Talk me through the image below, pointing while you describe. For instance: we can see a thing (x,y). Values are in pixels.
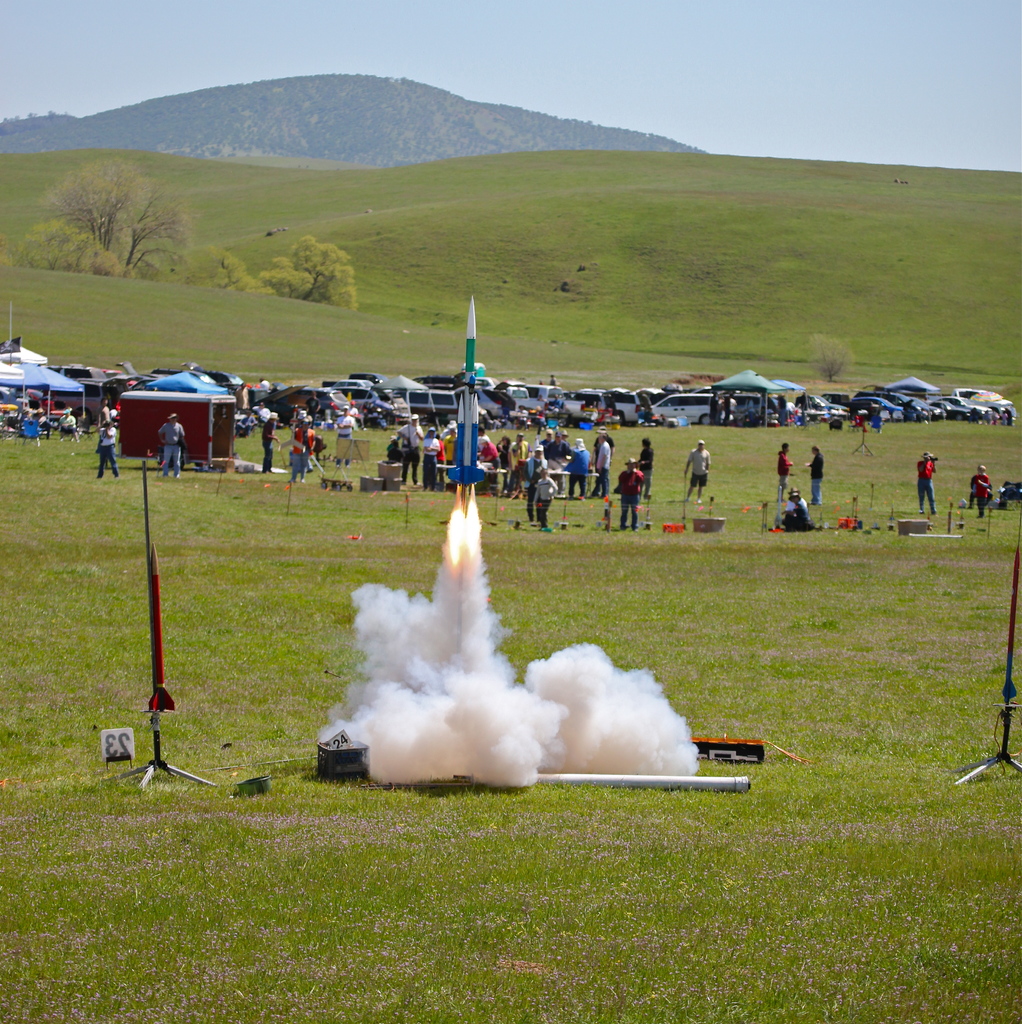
In this image we can see rocket (476,446) with some fire (474,532) and smoke (494,723), behind it so many people (624,487) are standing and cars (428,385) are parked. And the land (807,587) is full grassy, trees (284,269) are present and mountains (352,135) are there.
